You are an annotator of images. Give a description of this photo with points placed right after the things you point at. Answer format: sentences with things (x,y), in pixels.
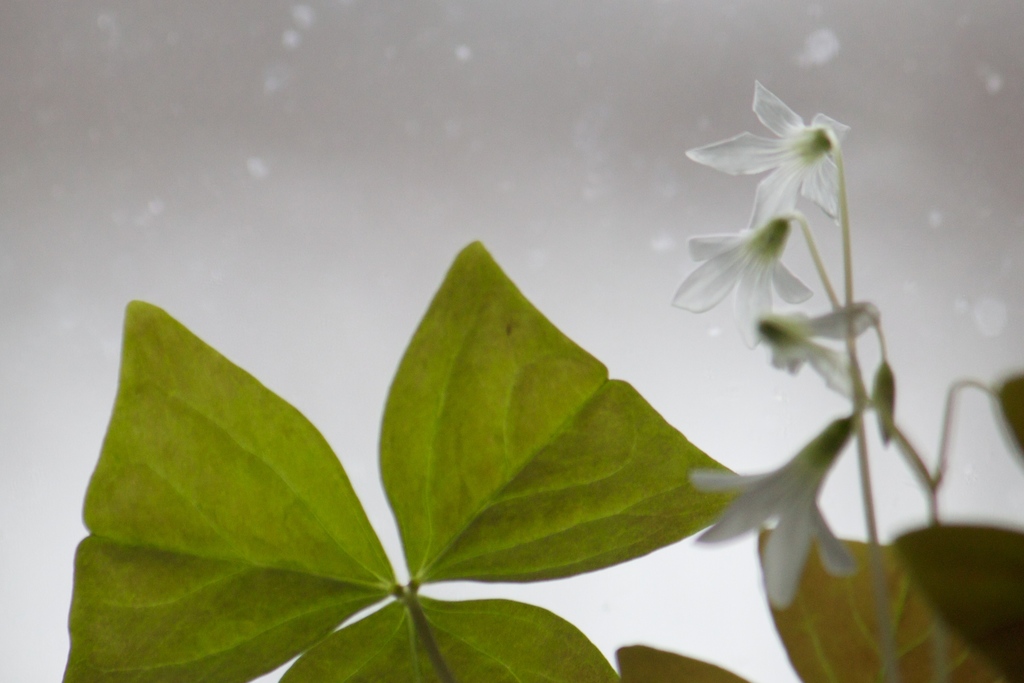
In this image there are some leaves (563,533) at bottom of this image (650,552). There are some white color flowers (798,360) at right side of this image (812,478) and there is a sky (326,240) in the background (372,166).
